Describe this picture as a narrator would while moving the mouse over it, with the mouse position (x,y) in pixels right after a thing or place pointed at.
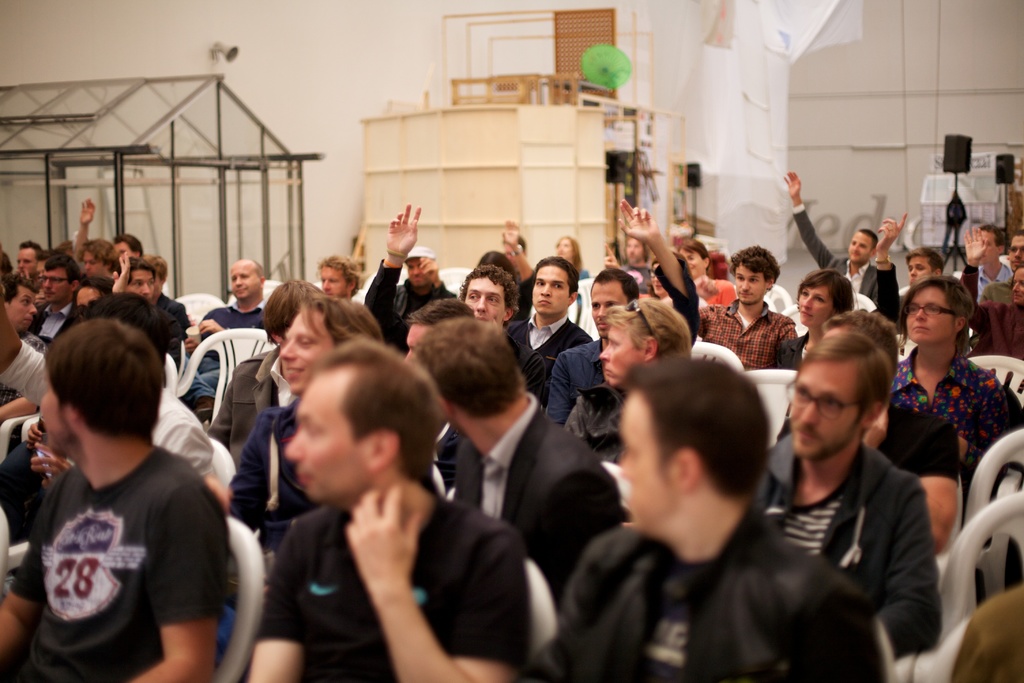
In the image there are many people (808,397) sitting on the chairs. Behind them there is a wall (543,62), black color stands (117,176) and many other items (641,175) are there in the background (946,181).
